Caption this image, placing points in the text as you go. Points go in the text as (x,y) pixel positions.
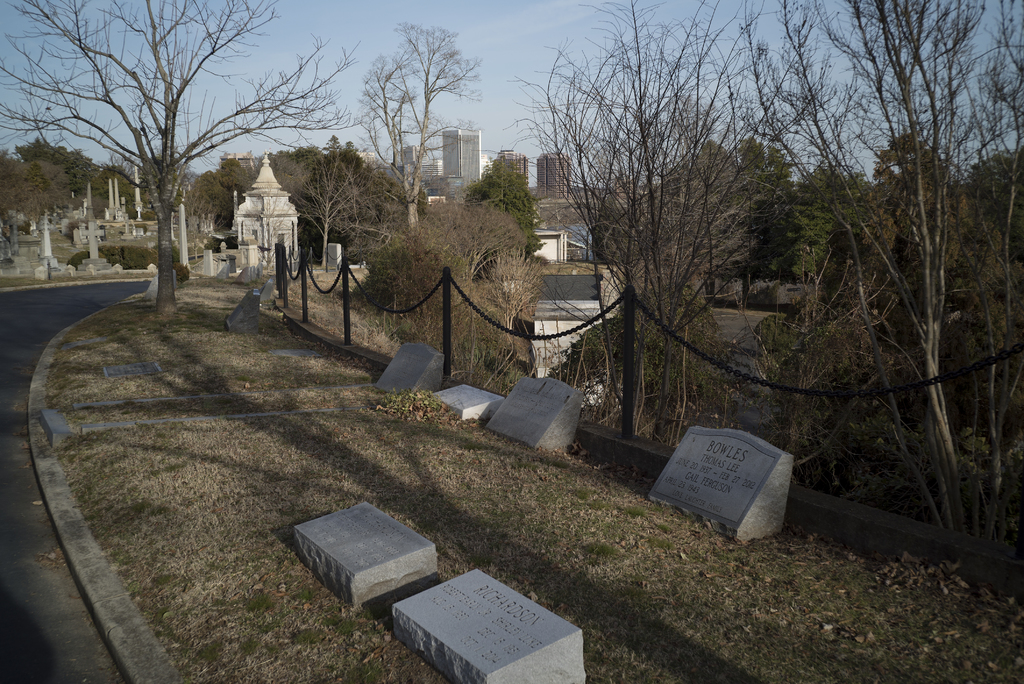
In this image we can see some buildings (256,216) in the background (243,218), some gravestones (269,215) on the ground (138,332), some poles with chains (830,391), some gravestones (270,282) with text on the ground (178,322), one road (19,352), some trees (13,190), some dried leaves (717,559) and grass (717,559) on the ground (310,365). At the top (661,28) there is the sky (5,24).
